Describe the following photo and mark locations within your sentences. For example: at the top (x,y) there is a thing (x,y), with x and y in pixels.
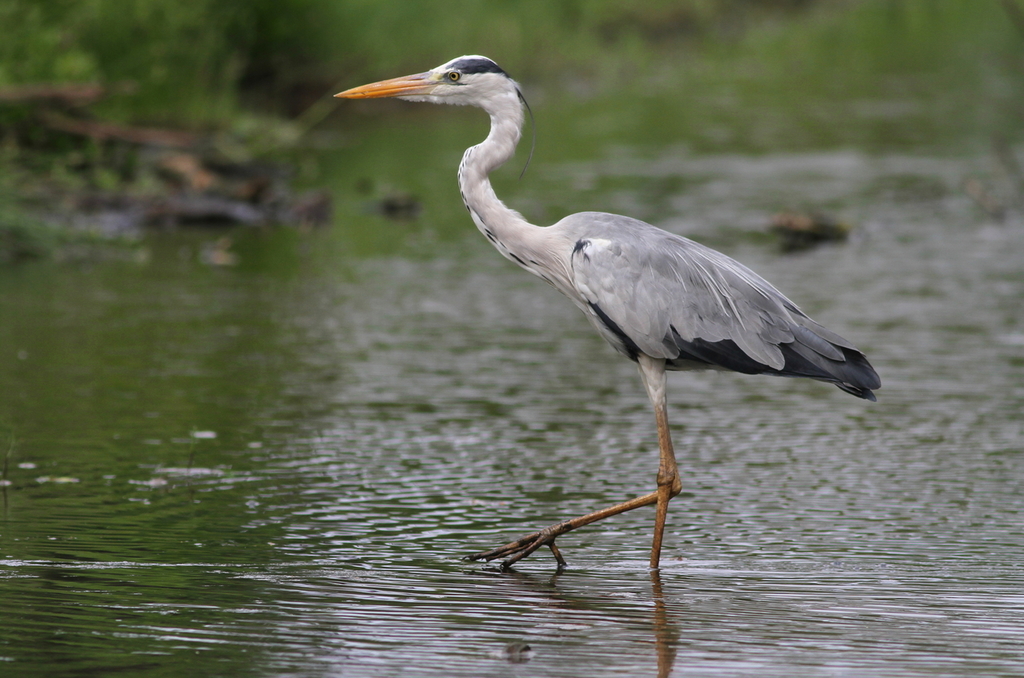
In this image we can see a bird (664,452) is standing on the water (540,561). The background of the image (779,23) is slightly blurred.
